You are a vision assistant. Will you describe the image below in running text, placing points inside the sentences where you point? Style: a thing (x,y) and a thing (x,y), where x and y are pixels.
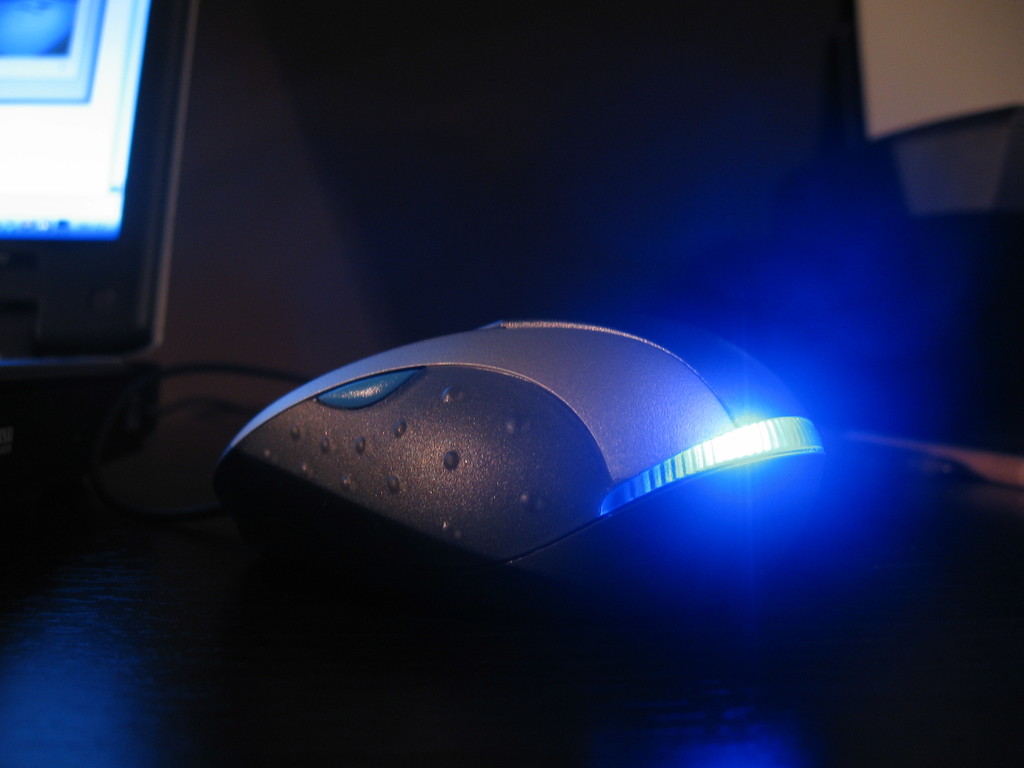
There is a mouse (432,547) kept on the desk (263,608) in the middle of this image (437,480). There is a desktop (105,195) on the left side of this image (96,212) and there is a wall (432,195) in the background (456,221).
